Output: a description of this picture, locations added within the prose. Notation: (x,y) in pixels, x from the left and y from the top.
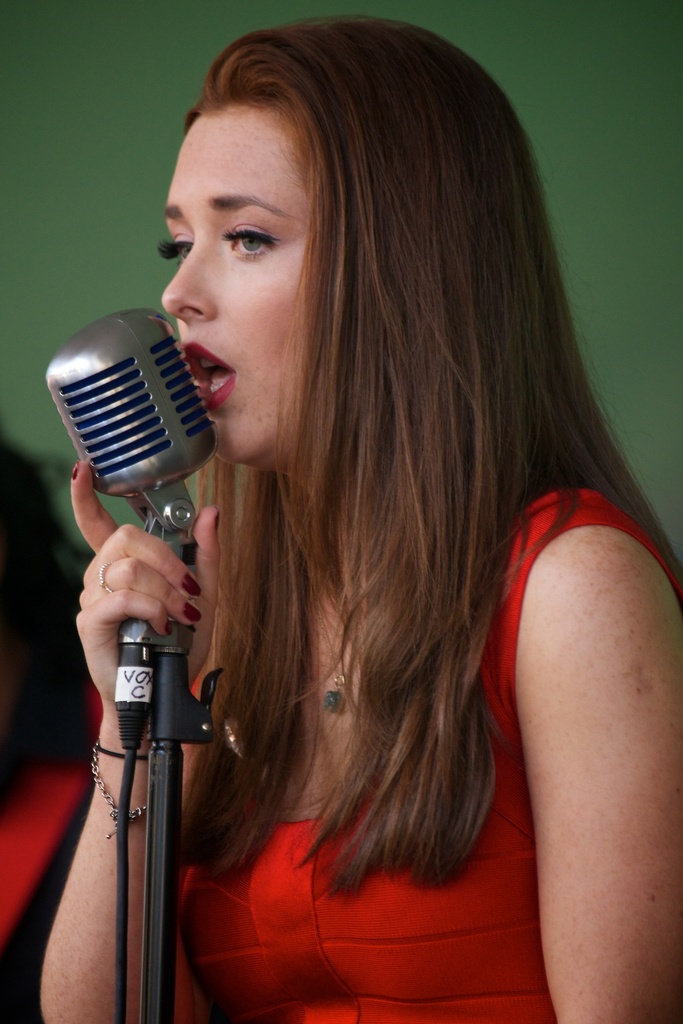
In the middle of this image (439,427), there is a woman (477,618) in red colored dress (387,929), holding a mic (168,639) which is attached to a stand (170,975) and singing. In the background (24,831), there is an object (22,583). And the background (131,9) is green in color.
